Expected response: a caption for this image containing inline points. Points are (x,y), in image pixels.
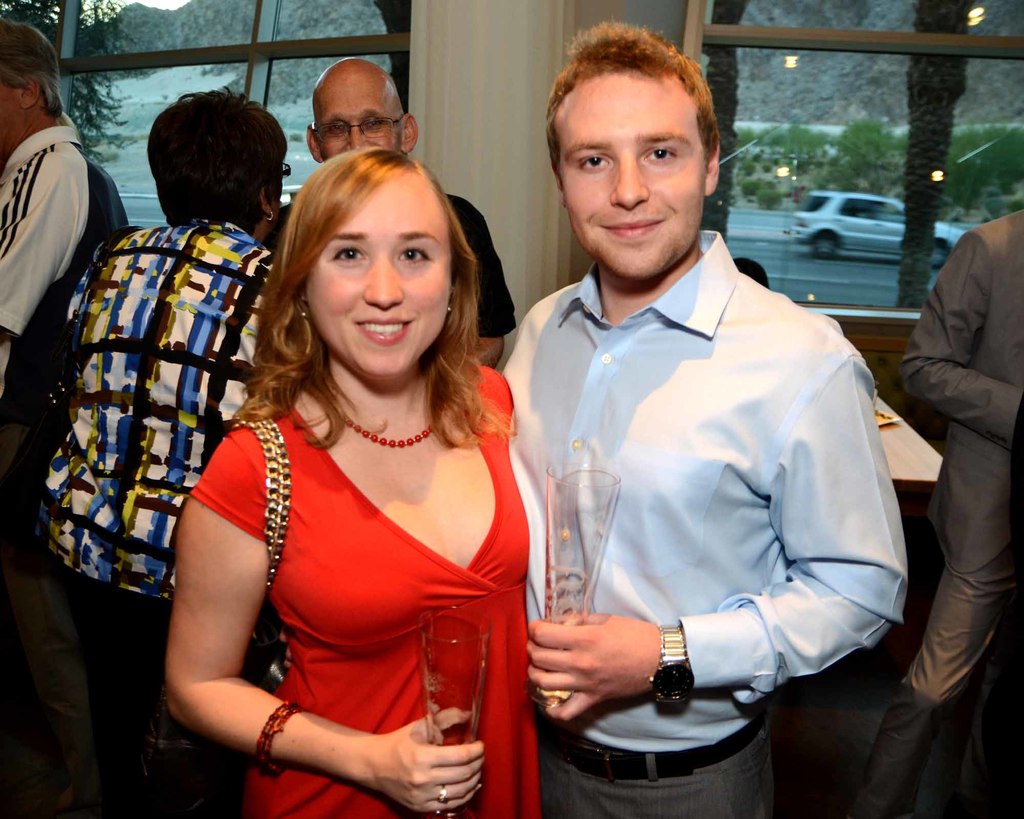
Here we can see a man (557,75) and a woman (428,775) posing to a camera and they are smiling. They are holding a glass (449,815) with their hands (469,780). In the background (137,101) we can see four persons (66,127), pillar (485,92), and glasses (795,170). From the glass (850,156) we can see a car (817,199), road (833,268), and trees (948,140).
